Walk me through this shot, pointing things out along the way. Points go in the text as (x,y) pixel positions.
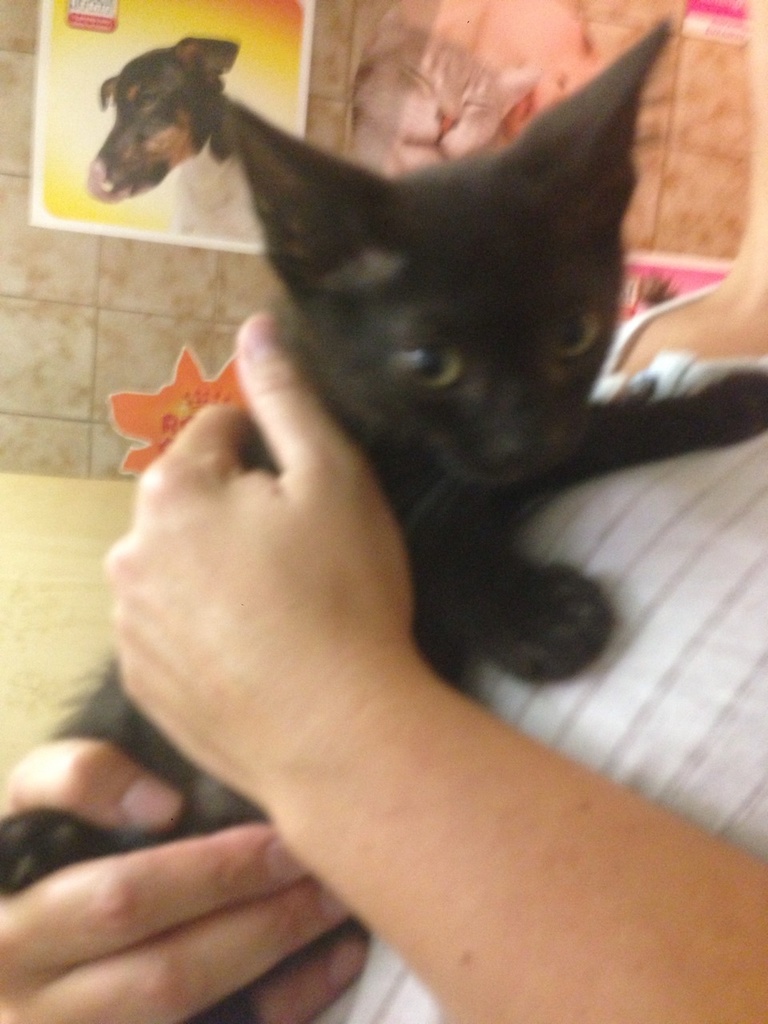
In this picture we can see a person (569,685) holding a cat (470,500) and in the background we can see posters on the wall (145,348).
